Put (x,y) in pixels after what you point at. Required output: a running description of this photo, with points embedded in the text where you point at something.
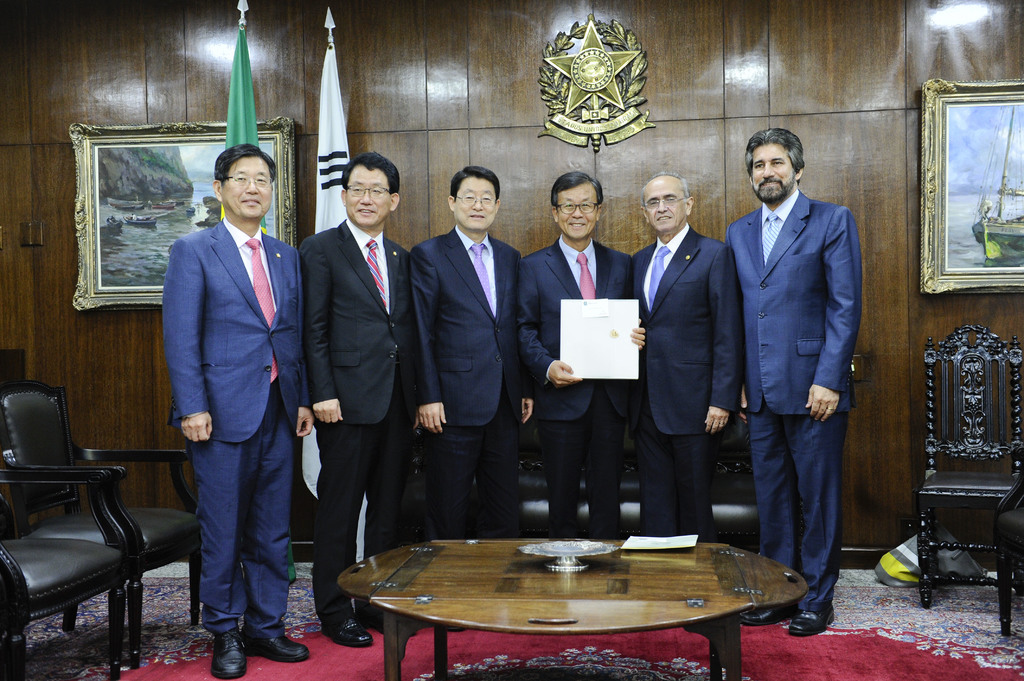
A group of people (406,356) are standing holding an object (564,333) in their hands (569,365) behind them there is an image (139,246).
